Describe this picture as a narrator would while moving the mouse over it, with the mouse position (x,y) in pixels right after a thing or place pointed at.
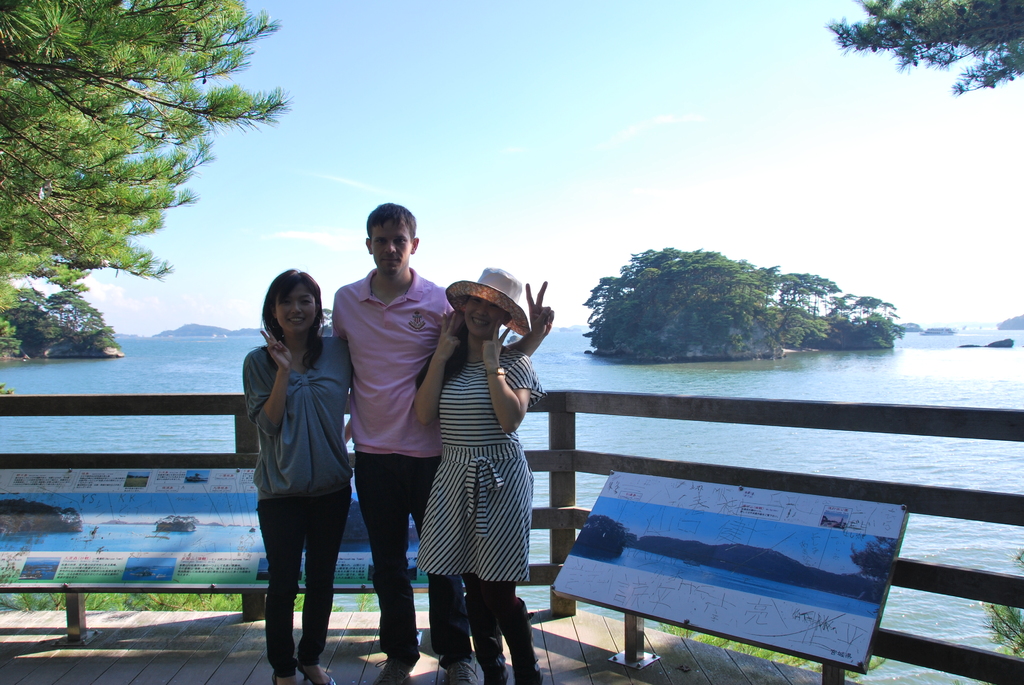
In the center of the image (406,277) there are three people (378,237) standing. There is a wooden fencing (133,397) in the image. There are trees (66,315). In the background of the image (657,385) there is water (815,364).
